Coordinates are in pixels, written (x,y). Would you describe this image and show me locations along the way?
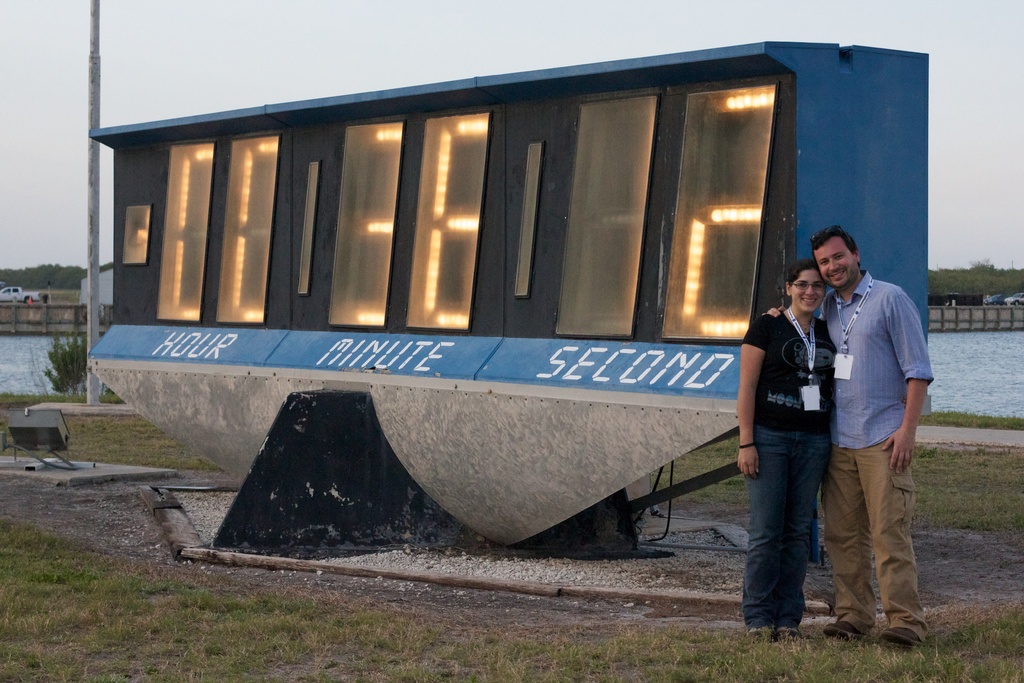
In the foreground of this image (829,591), there is a woman (808,487) and a man (829,504) standing on the grass (853,642). Behind them there is a digital clock (535,290) like a structure (457,300) on the ground (464,569). In the background (16,371), there is water (31,359), bridge (62,304), pole (88,333), vehicles (1016,300), greenery (987,283) and the sky (984,163).
